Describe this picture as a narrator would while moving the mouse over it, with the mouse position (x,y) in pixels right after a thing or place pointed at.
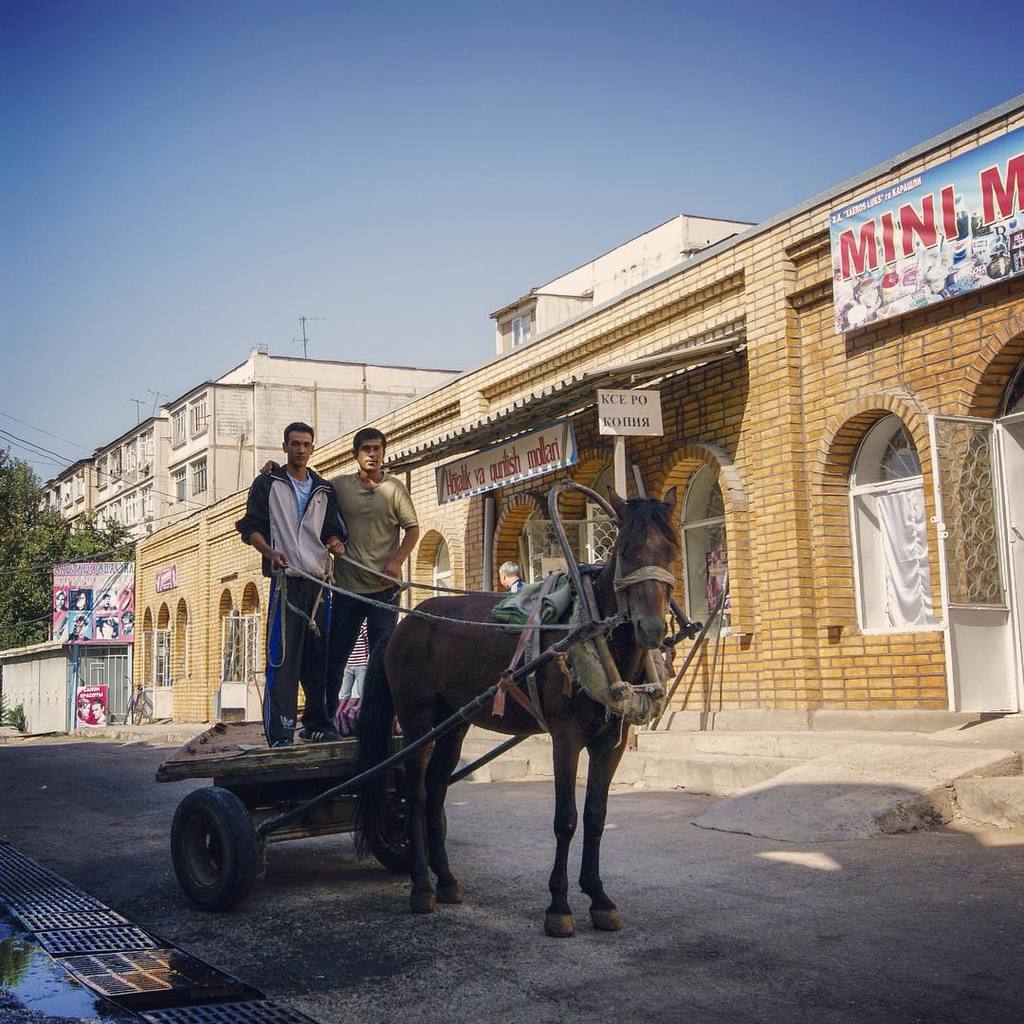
As we can see in the image there is a horse (438,899), two people (293,579) standing over here, buildings (422,438), banner (127,591) and trees (46,530). At the top (356,80) there is sky (394,86).
